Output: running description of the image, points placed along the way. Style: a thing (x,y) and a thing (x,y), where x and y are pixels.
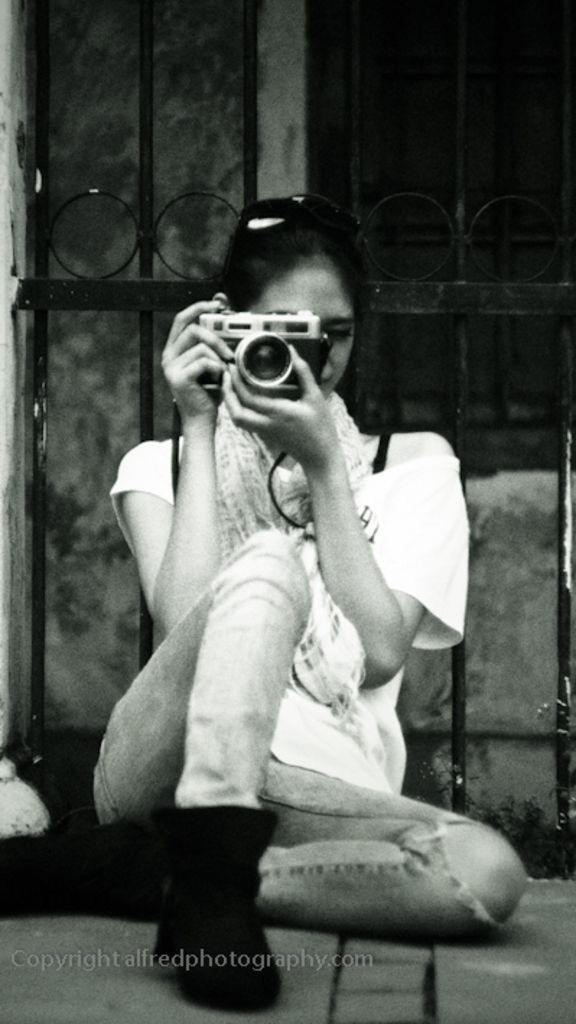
As we can see in the image there is a woman (333,260) holding camera (282,348).
